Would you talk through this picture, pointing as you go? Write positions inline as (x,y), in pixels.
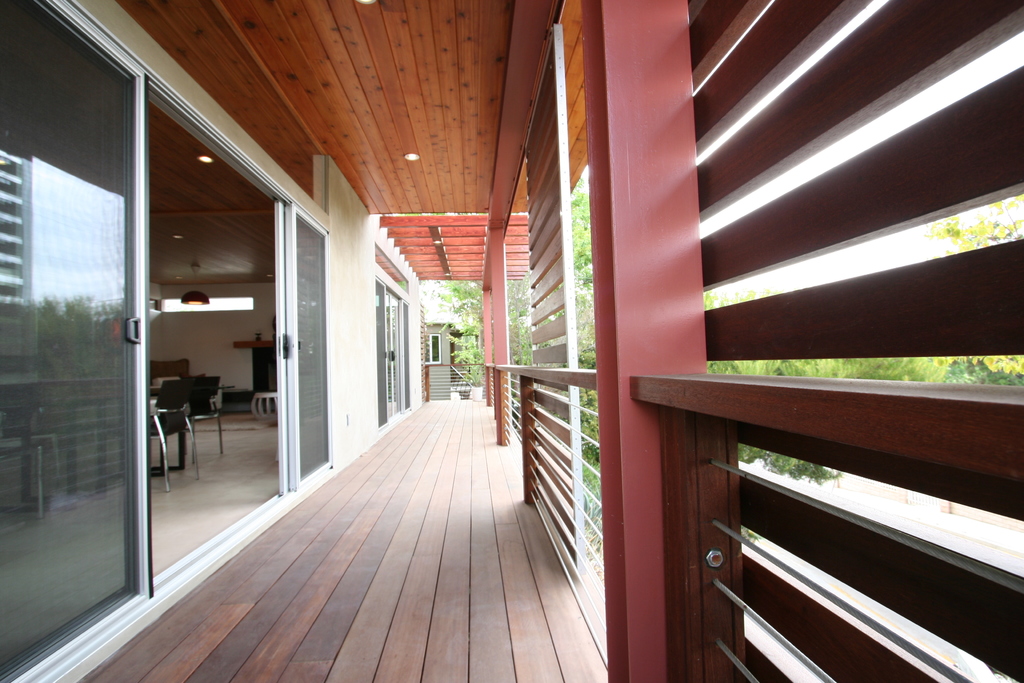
In the foreground of this image (762,513), there is a floor (469,558), wooden grill (807,221) on the right (804,208) and few glass doors (119,396) on the left (97,409). Behind the glass doors (310,416), there are few objects (247,389) and chairs (193,443) on the floor (224,443) and lights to the ceiling (209,237). In the background (574,233), there are trees (574,261).
